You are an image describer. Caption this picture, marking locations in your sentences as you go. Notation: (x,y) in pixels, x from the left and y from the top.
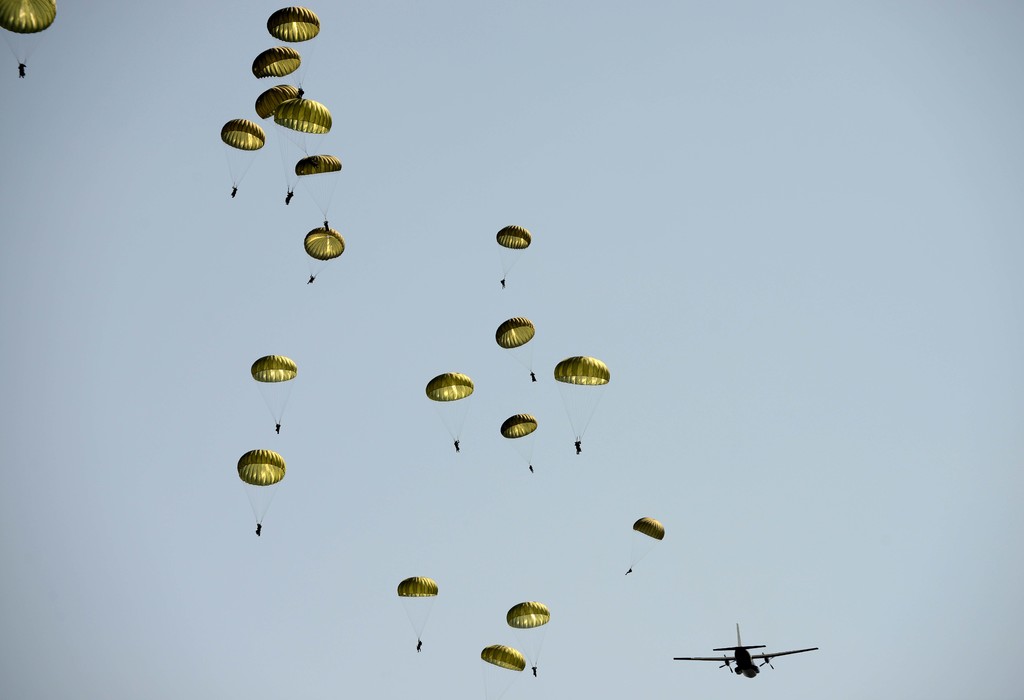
In the image there are many people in the sky (273,127) with parachutes (270,470), there is an airplane (741,640) flying on the bottom of the image (754,667) and above its sky (806,221).
